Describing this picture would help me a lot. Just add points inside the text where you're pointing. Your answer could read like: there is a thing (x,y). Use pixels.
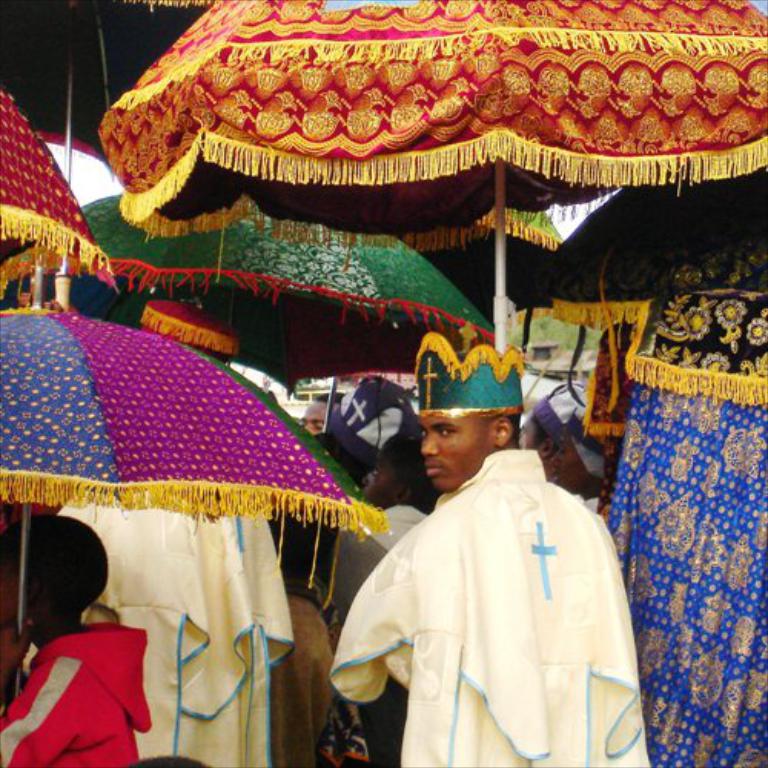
In this image we can see people (207,734) are holding colorful umbrellas (377,360). In the foreground of the image (540,508), we can see a man (542,507). He is wearing traditional dress (513,510) with blue cap (489,400) and holding a red color cloth umbrella (525,97).
